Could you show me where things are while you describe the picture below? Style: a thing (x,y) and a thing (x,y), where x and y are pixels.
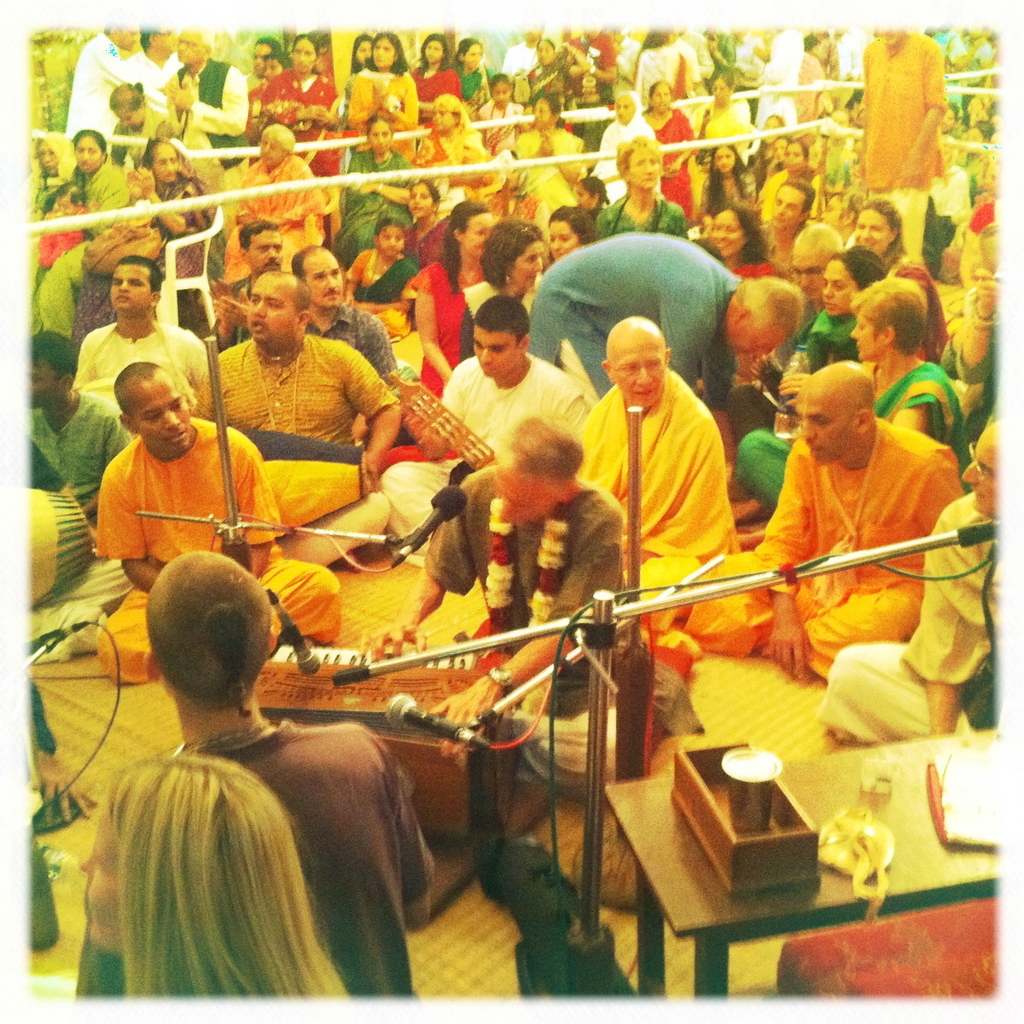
In this picture we can see people (442,357), ropes (494,170), microphones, stands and objects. We can see few people (645,523) are sitting and few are standing. On the right side of the picture (990,847) we can see glass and few objects (831,860) on a table (900,863). We can see a person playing a musical instrument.
